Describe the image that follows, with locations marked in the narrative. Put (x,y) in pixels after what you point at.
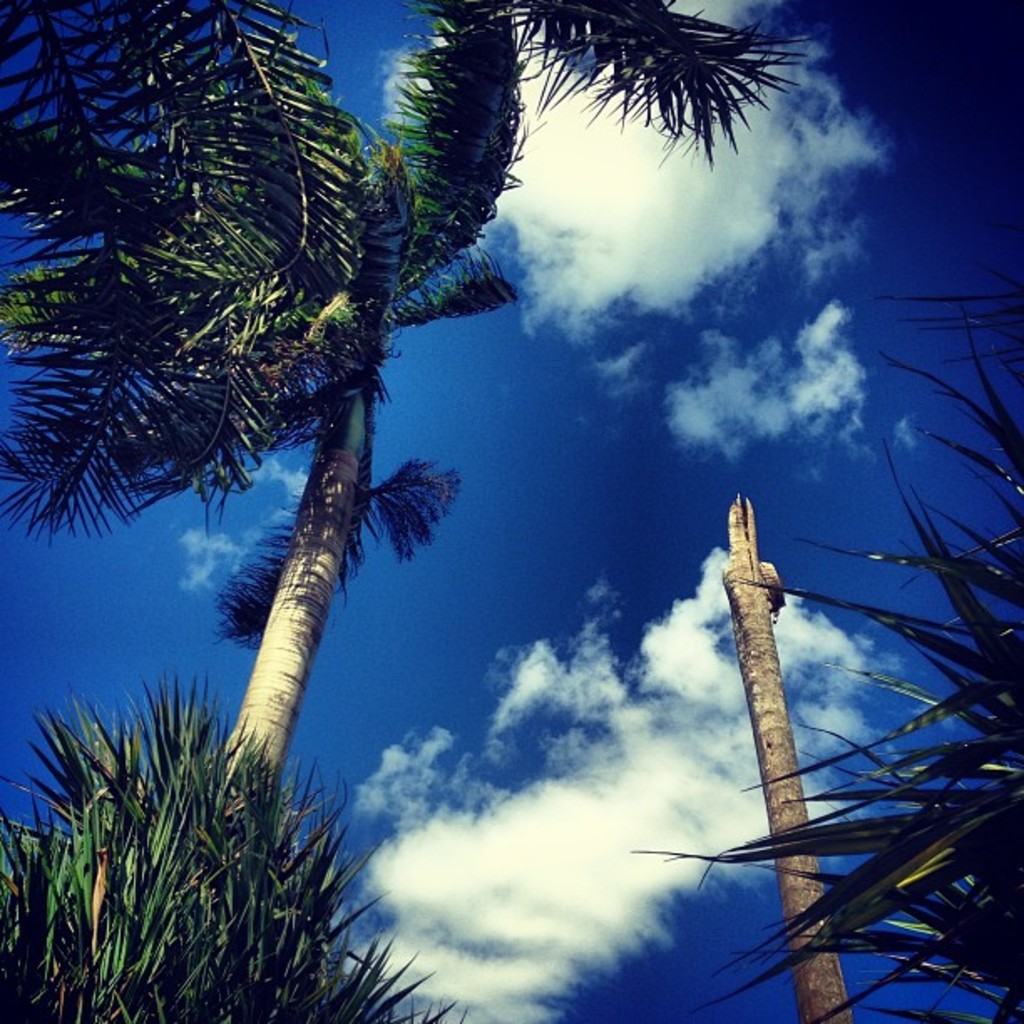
In the foreground of this image (885,869), there is greenery (317,858), a tree (378,390) and a wooden pole like an object (792,865). On the top (620,201), there is the sky (575,395) and the cloud (609,205).
